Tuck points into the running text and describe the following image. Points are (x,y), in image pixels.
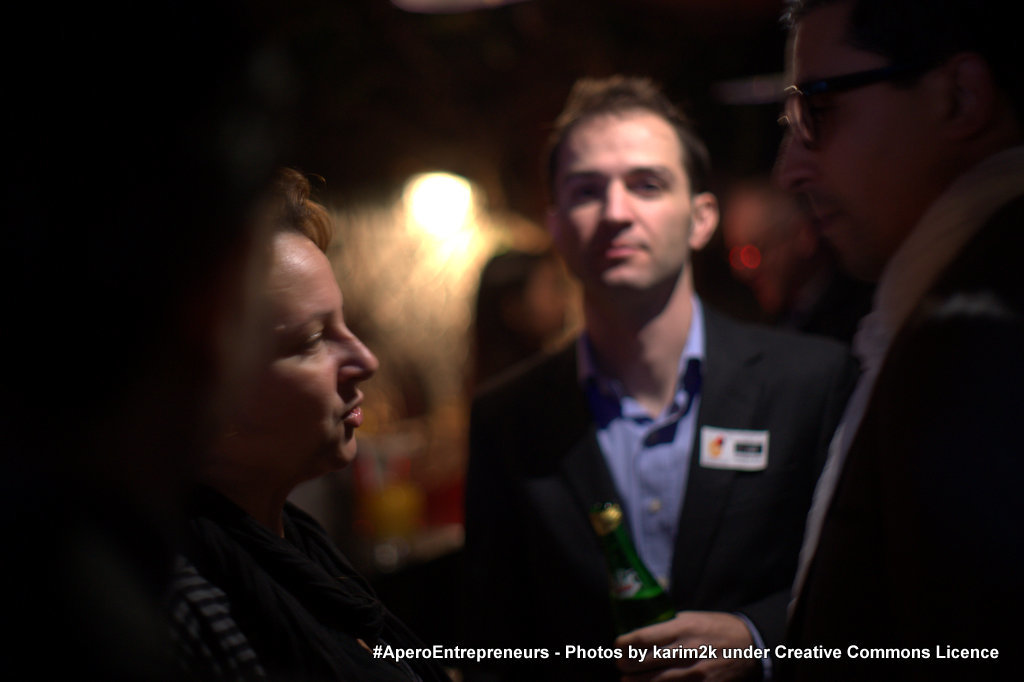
In this image I can see few people (513,539) with the dresses (571,609). I can see the lights (456,230) and the black background (449,20). I can see something is written on the image.
